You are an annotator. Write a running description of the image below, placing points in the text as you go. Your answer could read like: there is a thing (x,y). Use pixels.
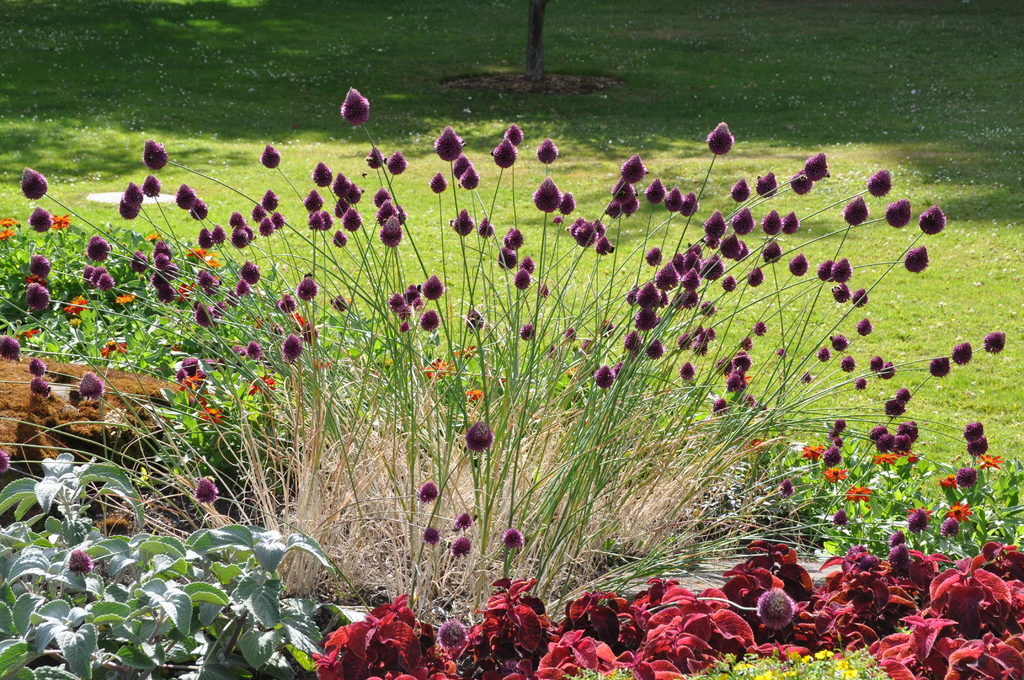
In this image, we can see plants (289,380) and there are flowers (434,186) which are in violet color. In the background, there is a tree (537,60). At the bottom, there is ground (880,266).
